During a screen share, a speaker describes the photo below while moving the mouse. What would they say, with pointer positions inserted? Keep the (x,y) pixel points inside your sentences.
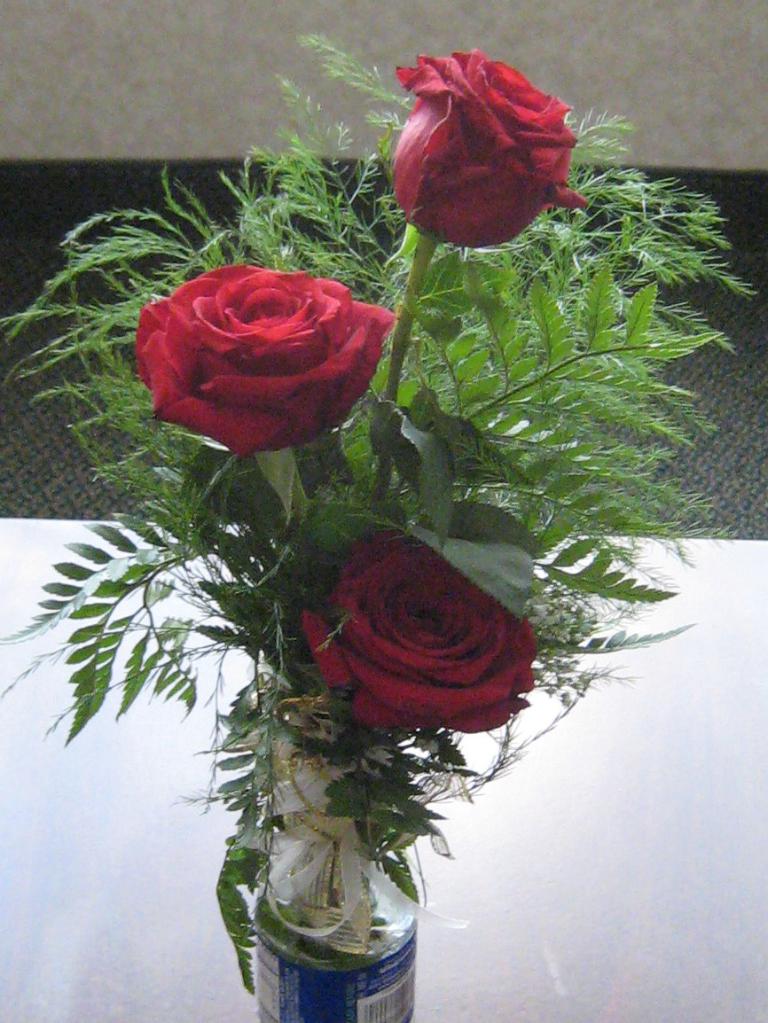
In the middle of the image (376,650) there is a flower pot (587,470). There are three red roses (547,145).
